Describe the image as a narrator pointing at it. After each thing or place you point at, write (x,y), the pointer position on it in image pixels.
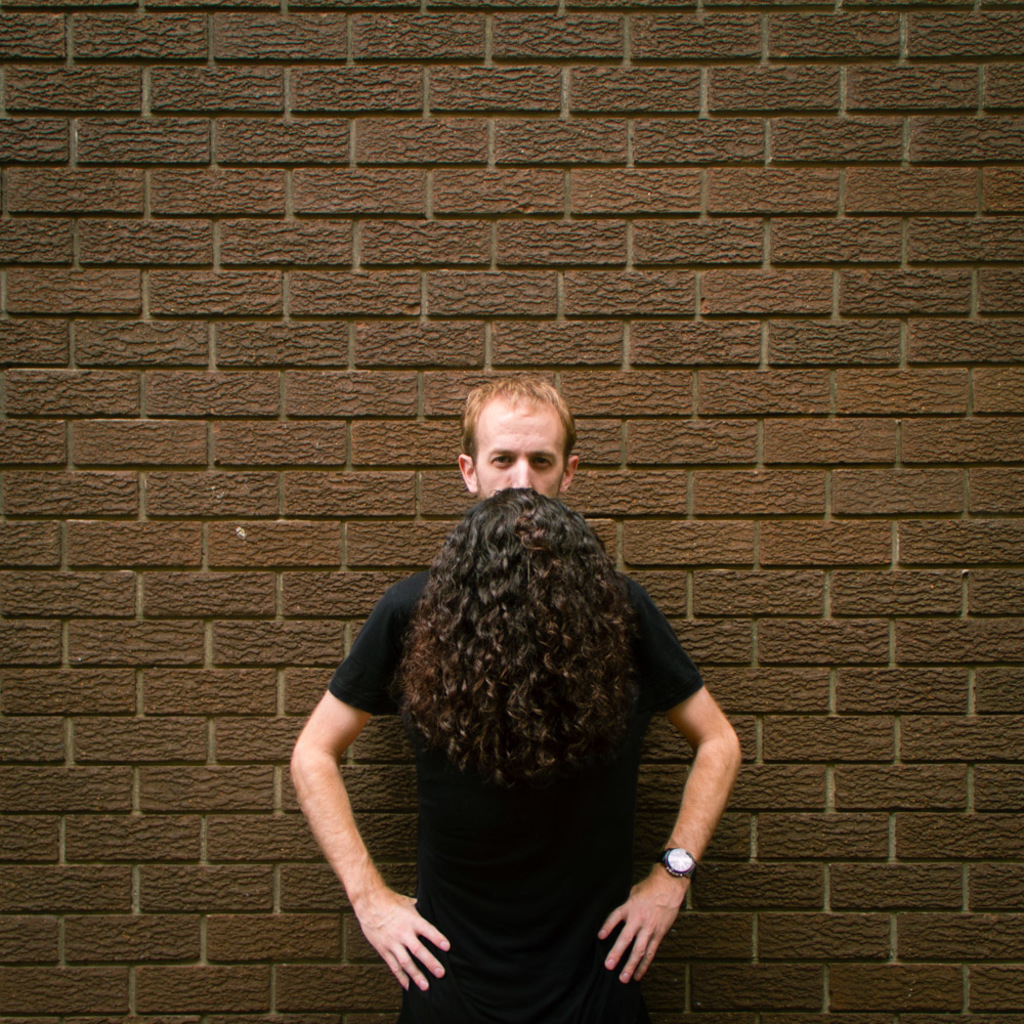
In the center of the image (502,591) there is a person (515,824) and another person (502,591). Behind him there is a wall (209,566).
